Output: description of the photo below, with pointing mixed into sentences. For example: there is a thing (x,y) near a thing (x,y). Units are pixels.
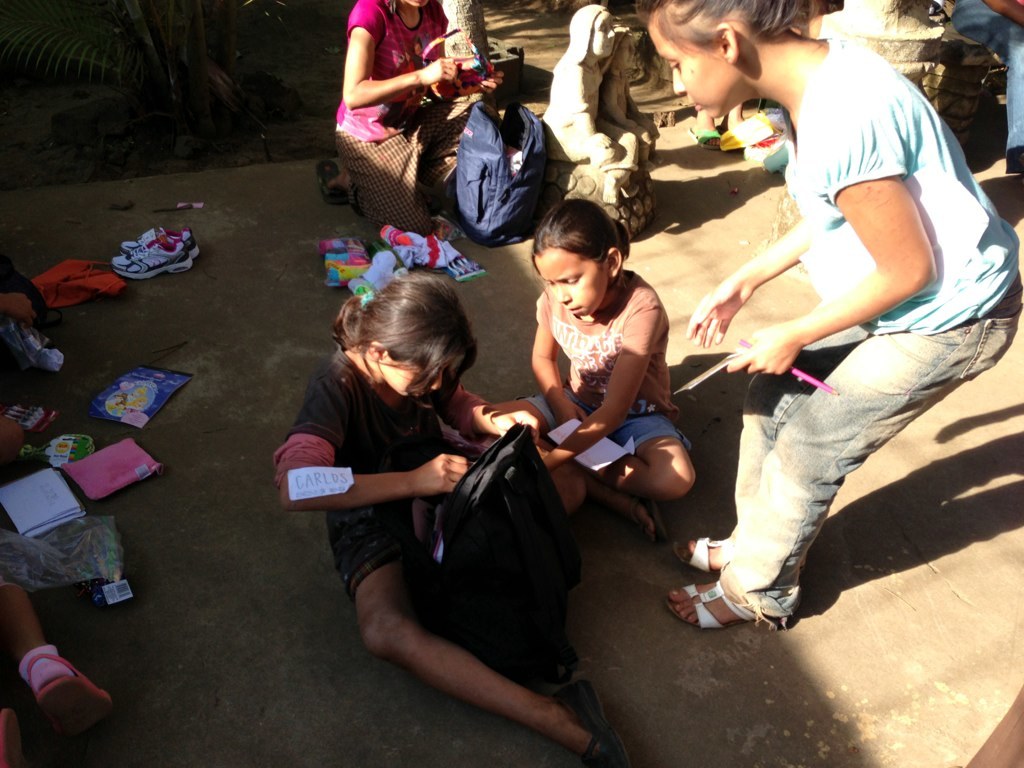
In this picture, we see two girls (456,461) are sitting on the road (599,635). In front of them, we see a black color bag (522,481). The girl (863,288) in blue T-shirt (835,116) is standing and she is holding a pen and a paper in her hands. Behind them, we see a girl (378,58) in pink T-shirt (388,70) is holding something in her hands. In front of her, we see a blue bag (493,154) and the statue (602,91). On the left side (172,232), we see papers (56,499), books (59,485), napkin (123,454), shoes (149,260) and a plastic cover (104,575). This picture might be clicked outside the city. It is a sunny day.
